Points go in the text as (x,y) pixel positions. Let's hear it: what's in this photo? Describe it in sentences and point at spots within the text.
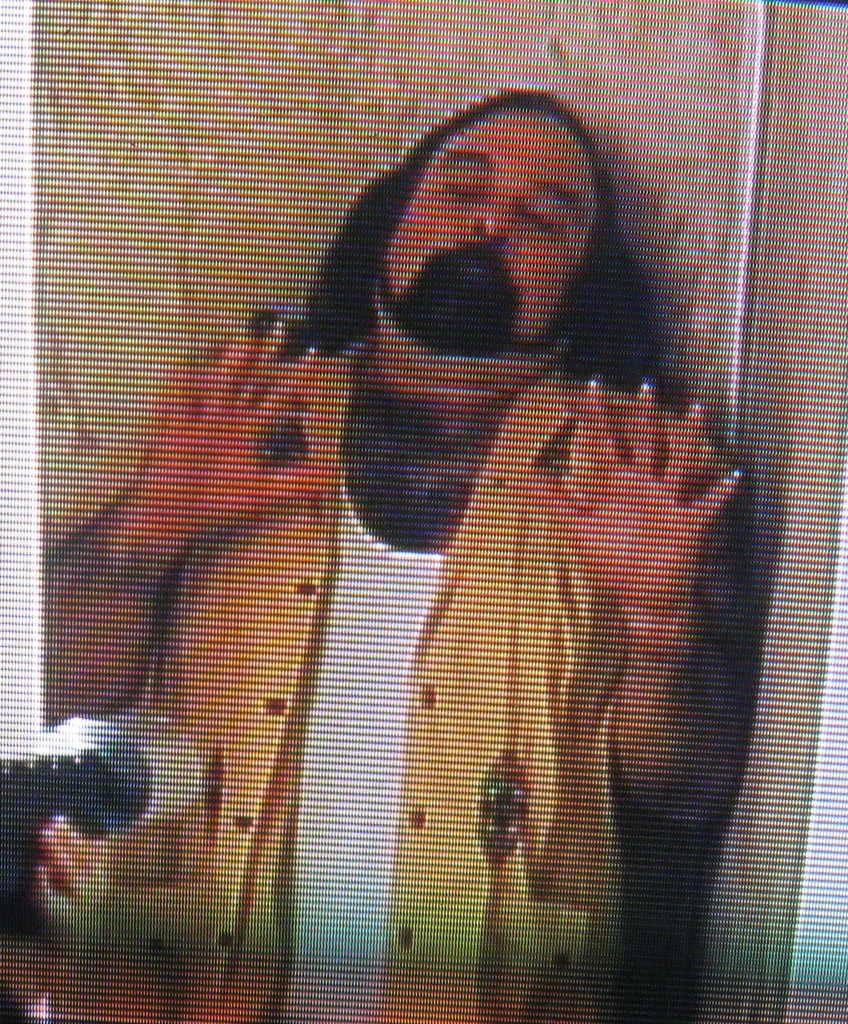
In this image I can see a person (171,819) standing wearing yellow and white color dress (452,827). Background (71,140) I can see wall (313,233) in cream color.
